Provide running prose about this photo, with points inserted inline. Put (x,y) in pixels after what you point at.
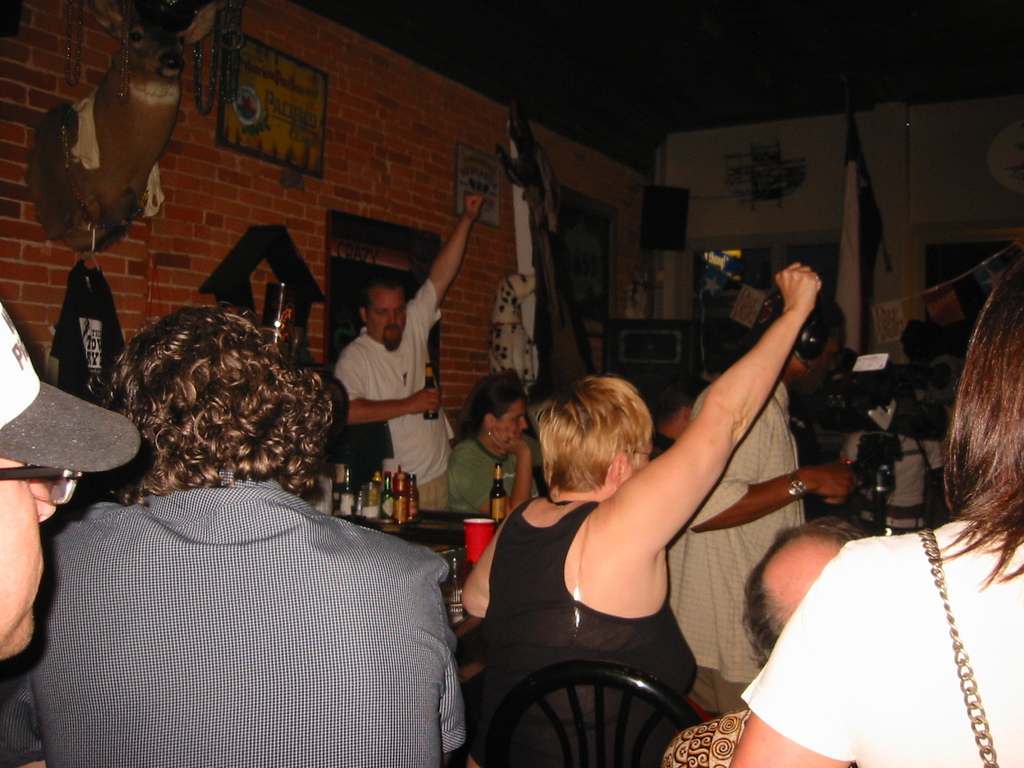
In this image there are a group of people (594,472) sitting, and in the background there is a table (430,520). On the table (358,515) there are some bottles (386,484) and some of them are holding some bottles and one person (841,478) is holding a camera (862,406), and wearing a headset (822,336). And in the background (161,91) there are some objects (870,236), animal head (147,126), posters (286,141) on the wall (476,233) and at the top (729,55) there is ceiling (729,55).
